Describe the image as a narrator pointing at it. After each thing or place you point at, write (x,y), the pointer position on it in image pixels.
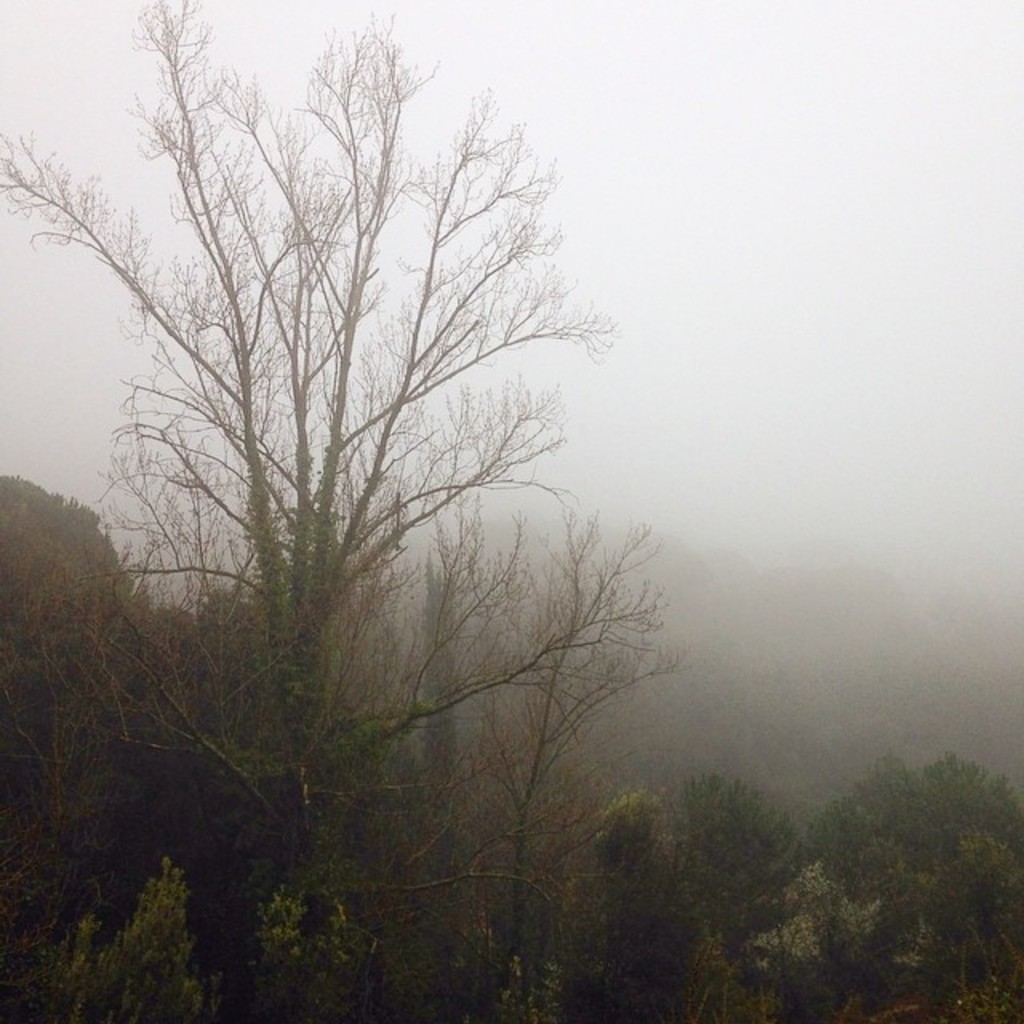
In this picture we can see few trees (332,722) and blurry background (939,383).
